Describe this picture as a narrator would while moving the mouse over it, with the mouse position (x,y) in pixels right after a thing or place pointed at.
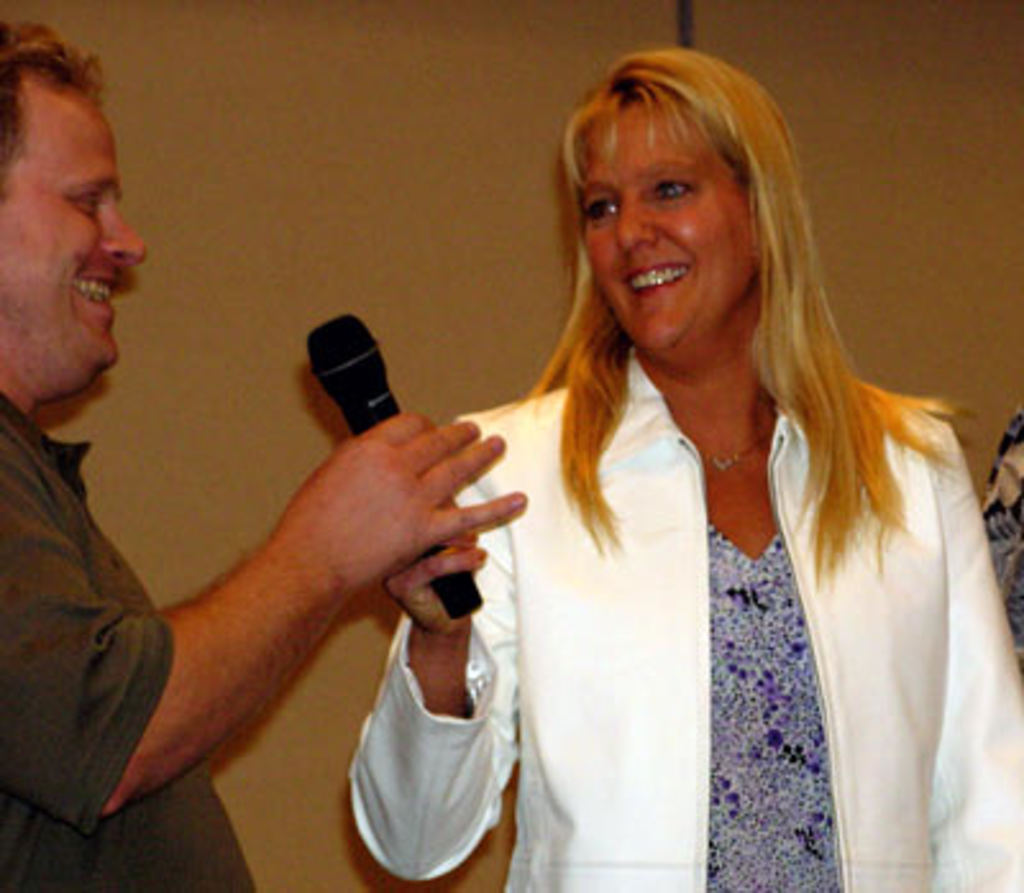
In this picture a guy (27,668) is holding a mic (457,582) in one of his hands (333,491) and a lady (495,634) is taking it.
